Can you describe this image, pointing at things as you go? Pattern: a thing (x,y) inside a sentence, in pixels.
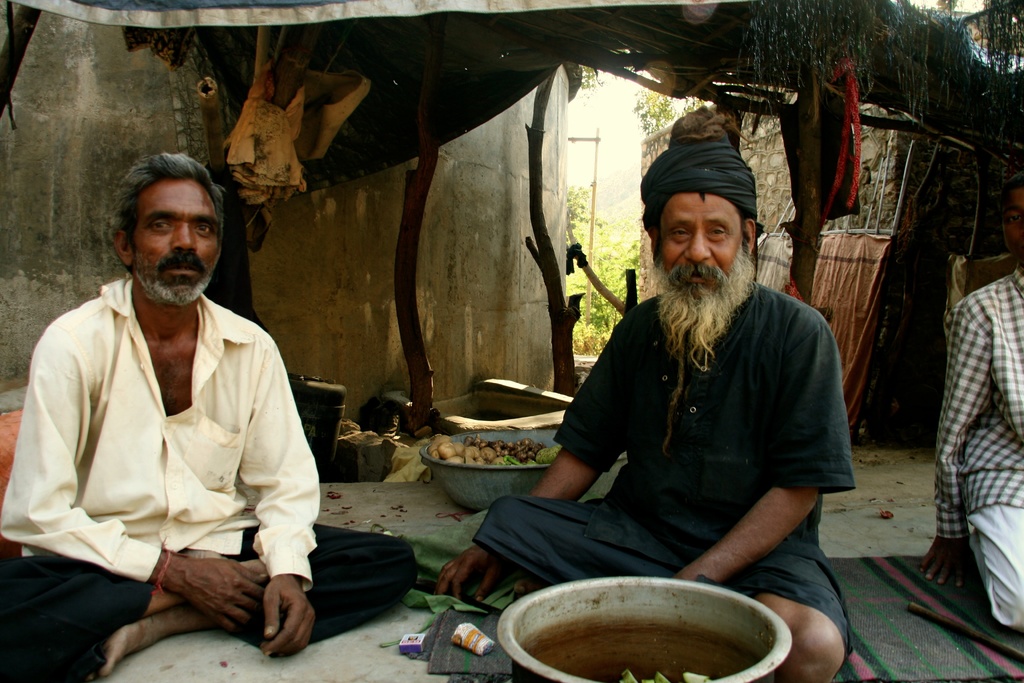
In the center of the image (675,447) we can see two people (45,441) are sitting. In front of them, we can see some objects (616,648). On the right side of the image (980,660), we can see one blanket (984,600). On the blanket (920,637), there is an object (954,622) and one person (1004,472). In the background (456,255) there is a wall (480,234), trees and a few other objects (648,18).
